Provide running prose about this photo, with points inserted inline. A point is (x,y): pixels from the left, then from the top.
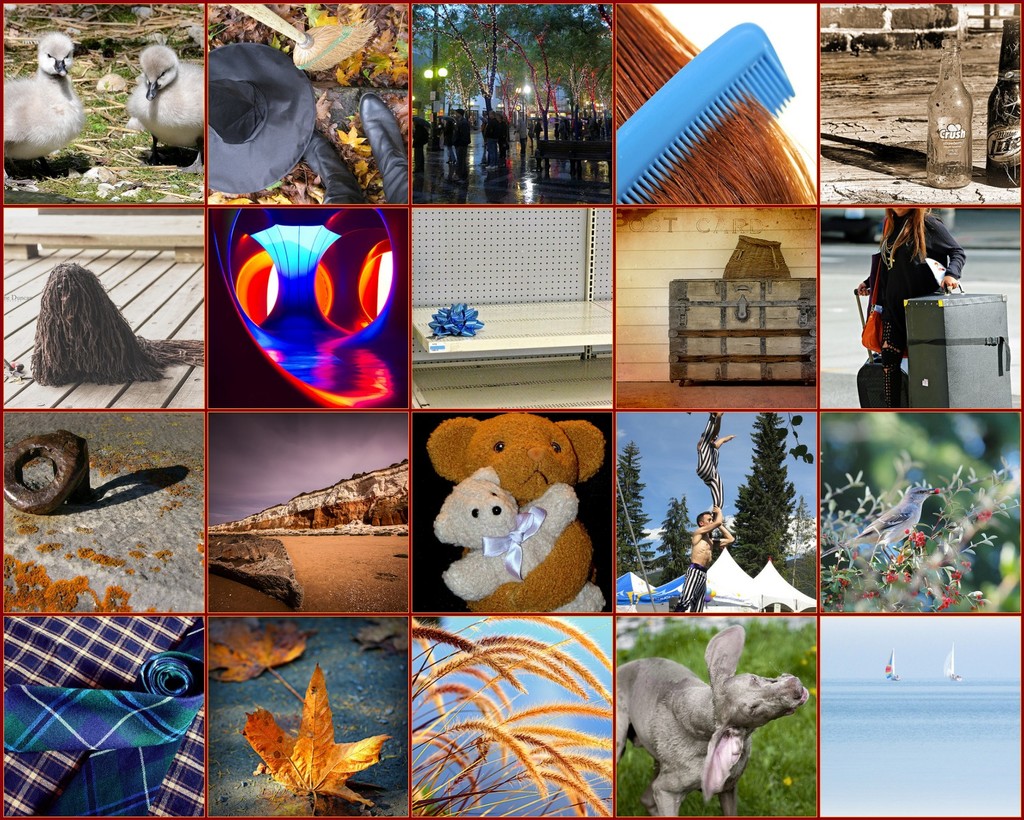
As we can see in the image there is collage of white color ducks (10,86), comb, group of people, bottles (941,108), a woman (919,248) holding suitcase (944,337), teddy bears (492,525), trees (760,534), plants (937,497), an animal (740,704), dry leaves (293,749) and a cloth (127,681).
